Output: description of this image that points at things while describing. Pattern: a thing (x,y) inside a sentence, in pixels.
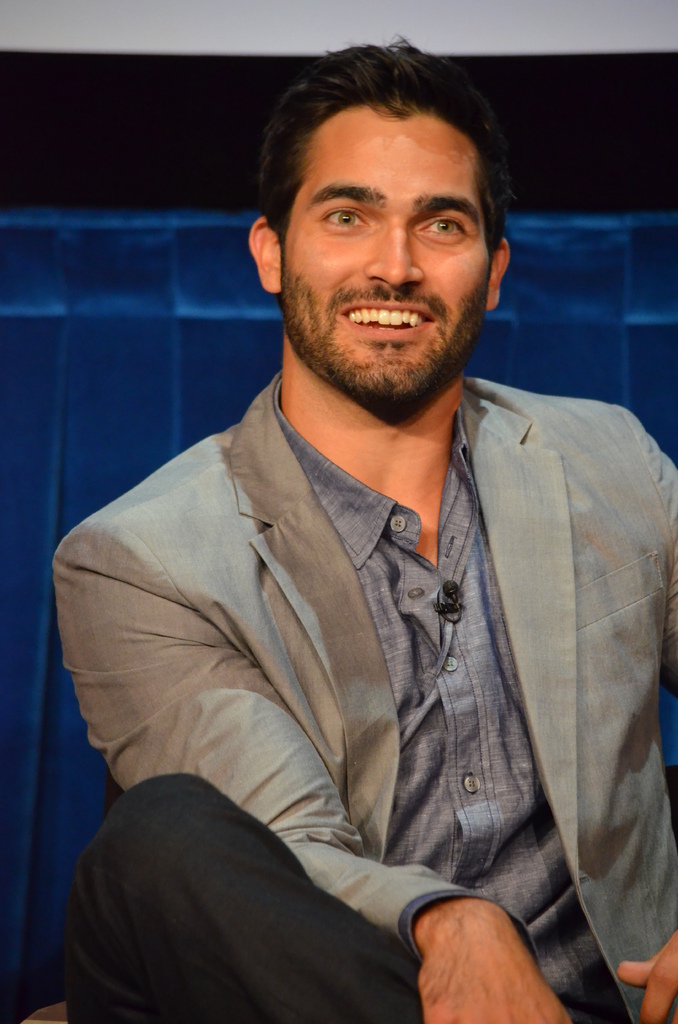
In the image there is a man (419,526) smiling. And there is a mic (448,603) on his shirt (432,625). Behind him there is a blue color object (140,453).
